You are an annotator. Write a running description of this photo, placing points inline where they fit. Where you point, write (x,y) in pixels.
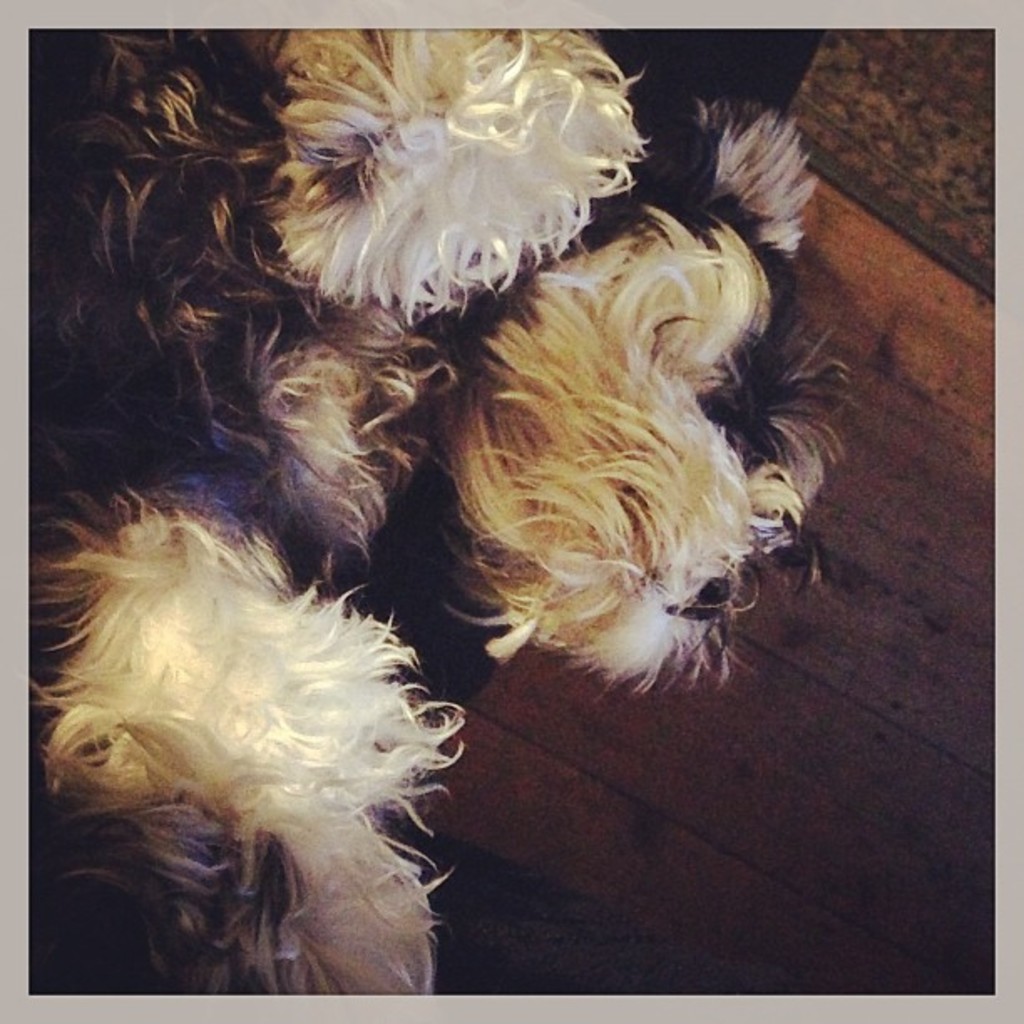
In this picture we can see a dog (366,656) on the wooden floor (608,780).
